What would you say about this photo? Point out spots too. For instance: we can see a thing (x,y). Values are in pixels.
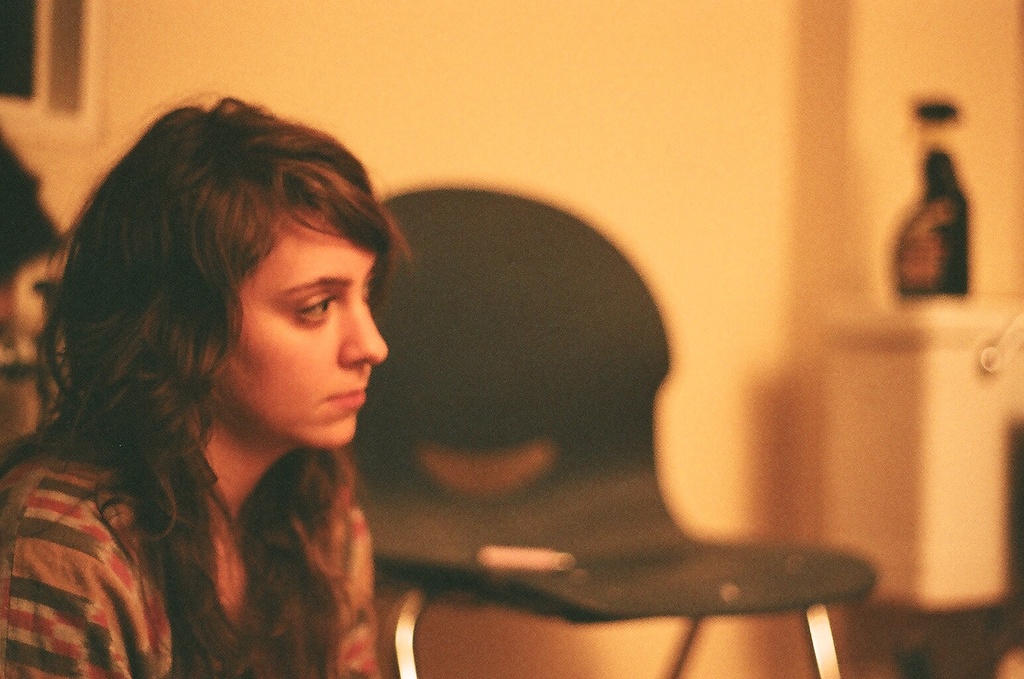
On the left side (104,527), we see a woman (179,416) is wearing the brown dress (123,557). Beside her, we see a black chair (465,452). Behind that, we see a white wall (416,59). In the left top (42,30), we see the window (62,62). On the right side (980,311), we see a white color object (952,406) on which a black color bottle (942,235) is placed.
